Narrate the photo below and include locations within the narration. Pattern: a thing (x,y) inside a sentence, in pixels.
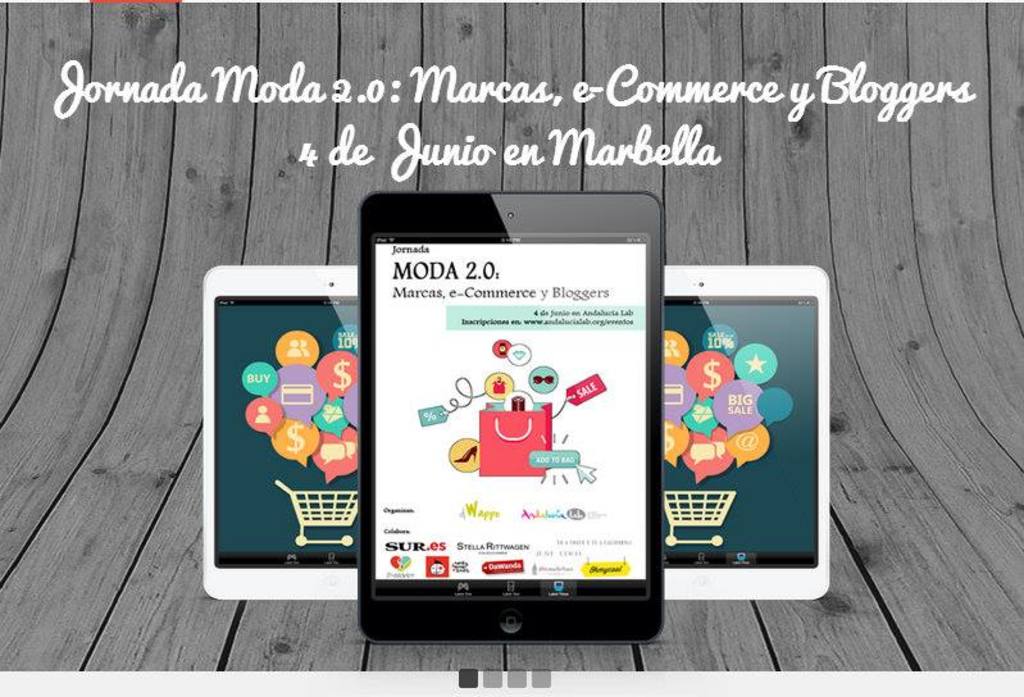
This is a poster (846,116). In this picture we can see a few tablets (238,429) and some text (843,72).
